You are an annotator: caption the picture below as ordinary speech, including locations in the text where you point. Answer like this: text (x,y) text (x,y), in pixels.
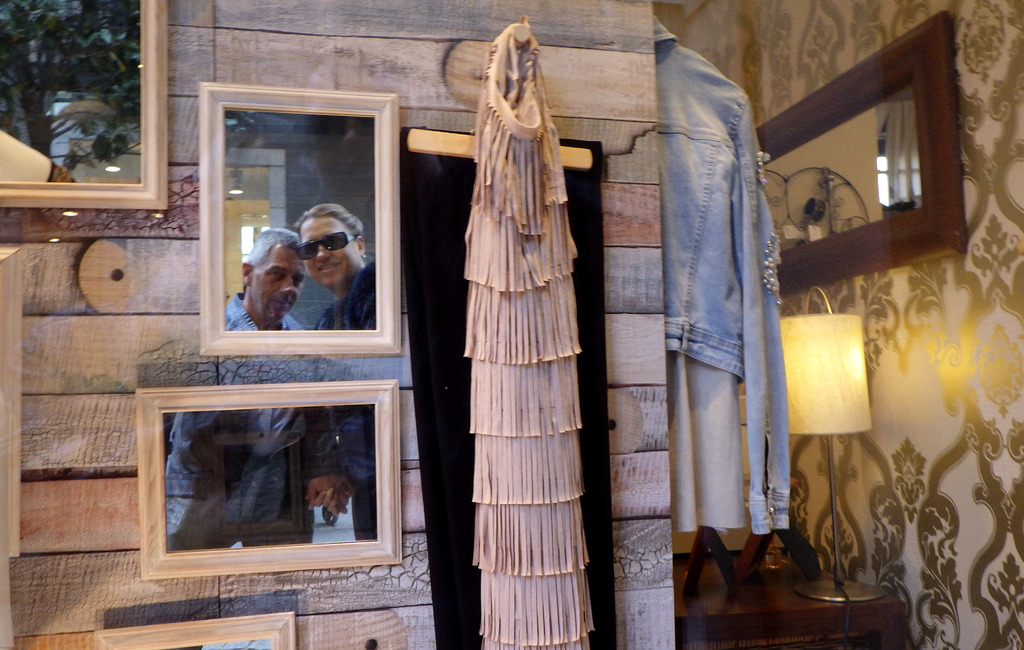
The picture is clicked inside a room (501,421). On the wall (242,368) there are mirrors (252,317). This is a stand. Here are few clothes (724,438). On the table (708,582) there is lamp (845,401). On the wall (946,308) there is wallpaper (1001,274).
